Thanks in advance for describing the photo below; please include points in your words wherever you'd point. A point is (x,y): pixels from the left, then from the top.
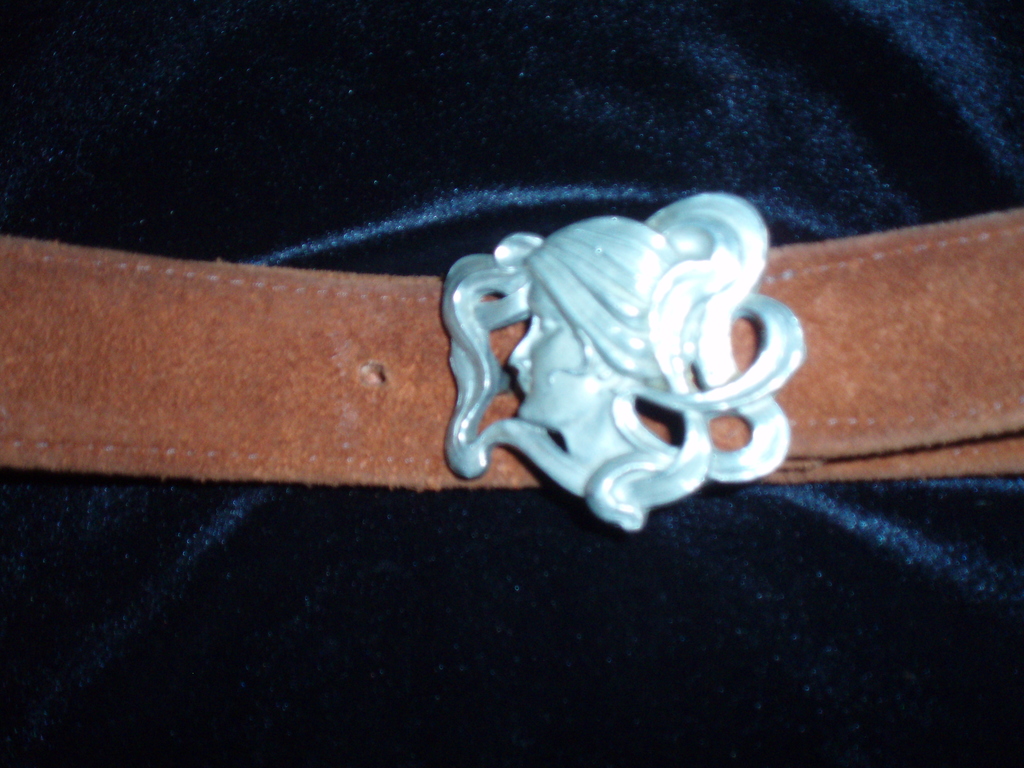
This looks like a belt (305,405) with a buckle (679,354) attached to it. I think this is a cloth (643,96).
